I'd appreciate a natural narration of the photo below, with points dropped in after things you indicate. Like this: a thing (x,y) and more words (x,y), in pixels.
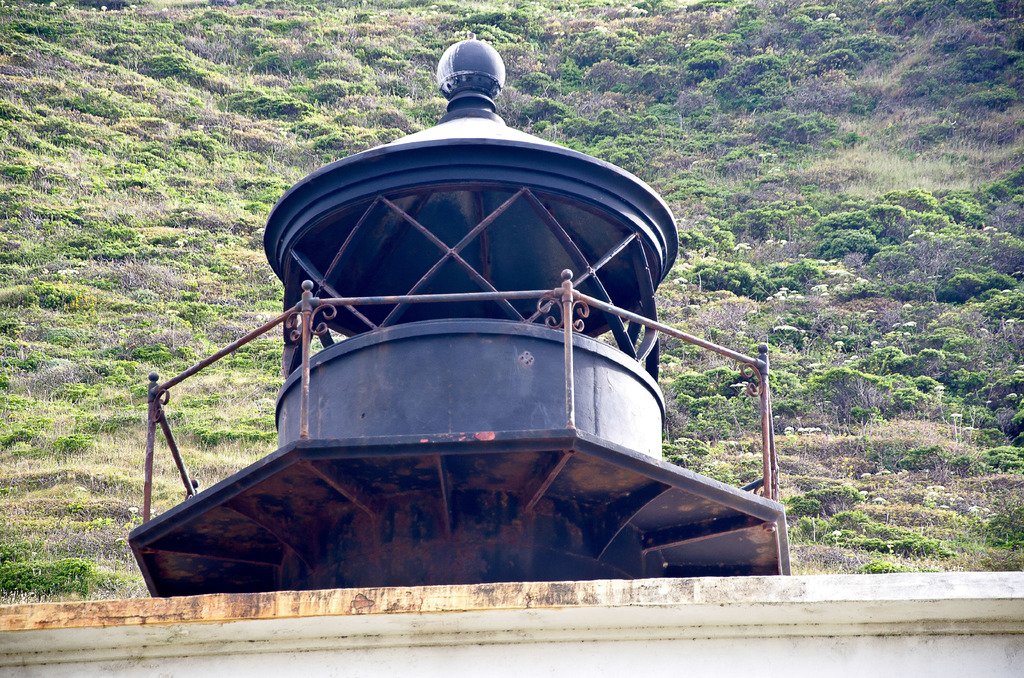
In this image, we can see a shelter (530,271), rod railing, wall (838,629). Background (11,493) we can see plants (967,488).
